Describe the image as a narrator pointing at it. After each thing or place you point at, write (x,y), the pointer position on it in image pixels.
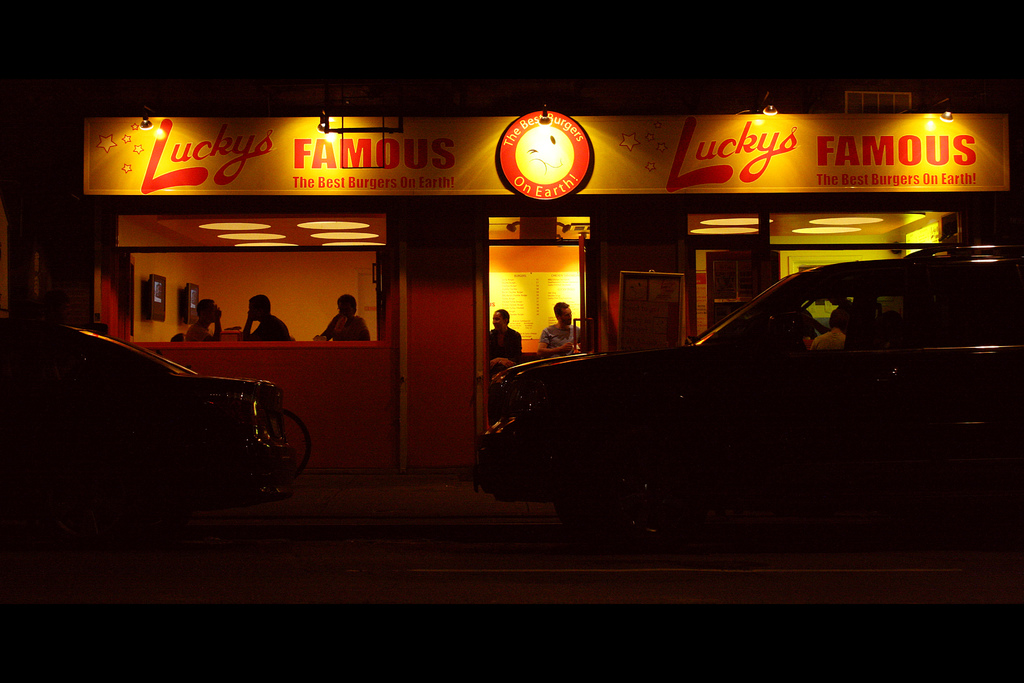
This image consists of a store (581,323). there are cars (738,407) in the middle (569,421). There are persons (212,301) sitting in the stores (236,308). On the left side (163,291) there are two TVS (160,302). There are lights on the top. There is "Lucky famous the best burger on earth" is written on it.
